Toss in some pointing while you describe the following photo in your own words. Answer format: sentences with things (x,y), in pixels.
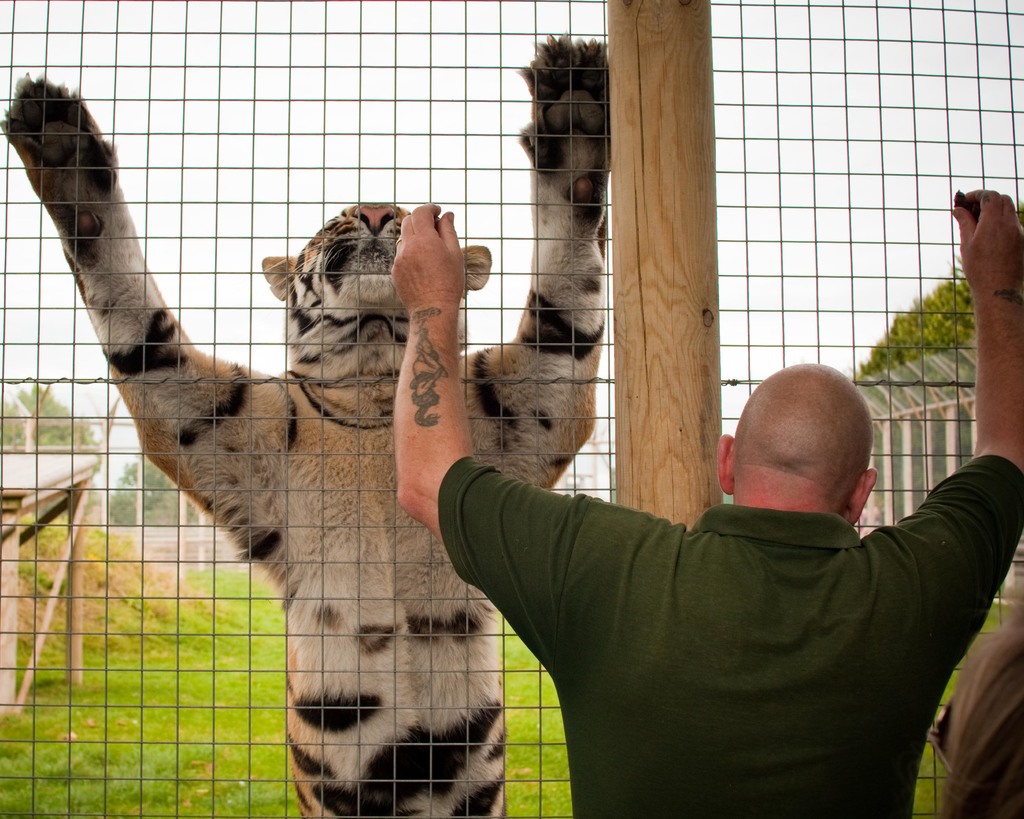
In this image, we can see a man (586,575), tiger (318,435) and there is a mesh (728,347). In the background (910,328), there are trees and at the bottom (207,758), there is ground (200,736) covered with grass (202,712).
